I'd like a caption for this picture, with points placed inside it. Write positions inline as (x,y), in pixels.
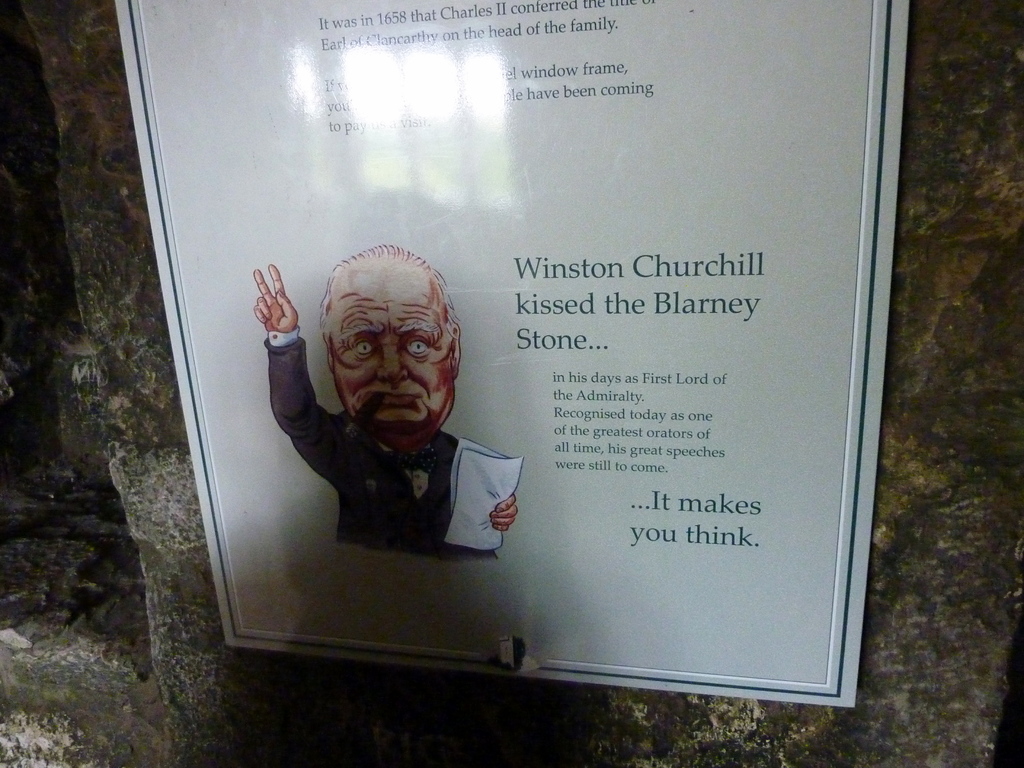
Here we can see a board (767,444) on the wall (236,761). On this board (353,289) we can see picture (437,479) of a person (447,356) and text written on it.
